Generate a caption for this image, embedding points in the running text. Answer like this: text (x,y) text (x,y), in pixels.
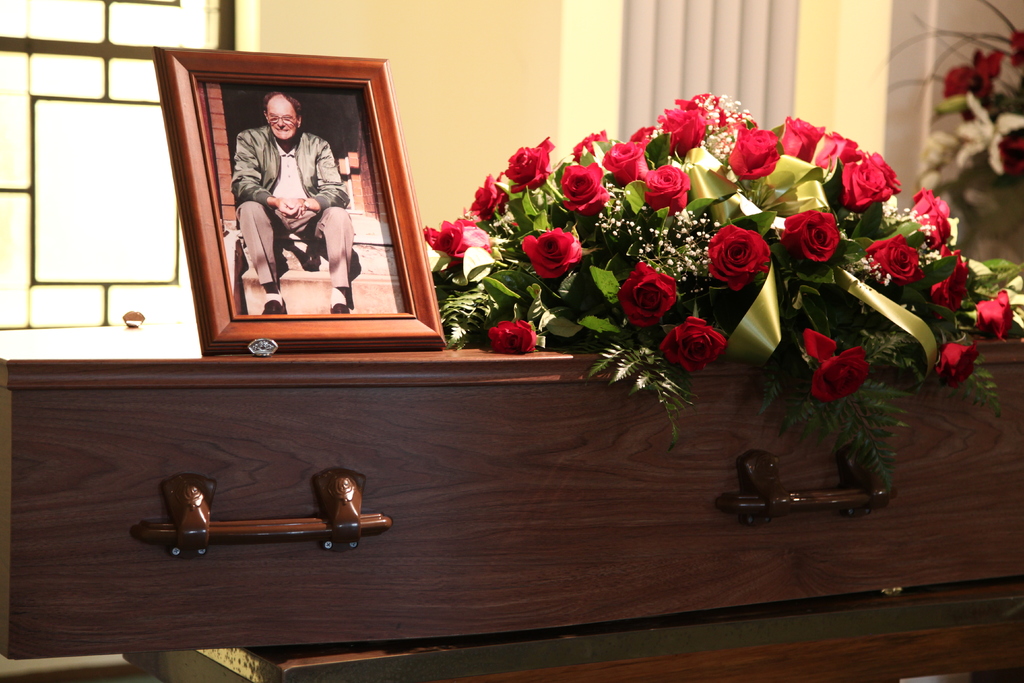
In this image we can see a casket (492,574) on which a photograph (376,292) and a flower bouquet (693,237) are there.
